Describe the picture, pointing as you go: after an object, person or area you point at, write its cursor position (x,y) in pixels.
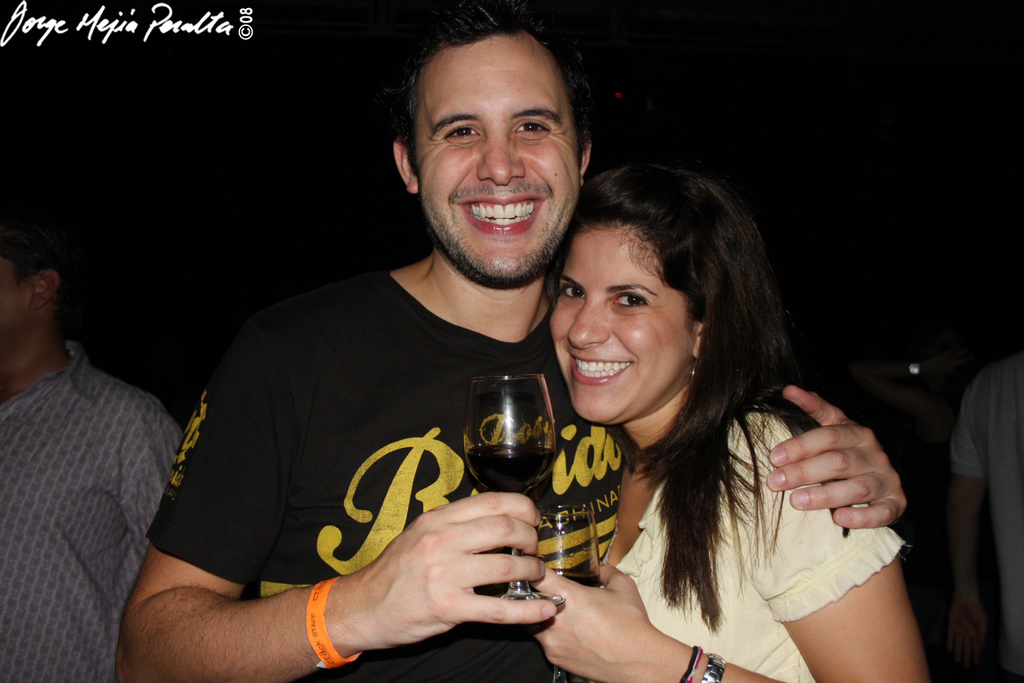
Man (277,459) in black t-shirt (334,425) is holding glass (493,458) in his hand (491,567) beside him, woman (757,556) in yellow t-shirt (664,556) is also holding glass (566,531) and both of them are laughing. Behind them, we see man (5,411) in white shirt (87,478) is standing.
